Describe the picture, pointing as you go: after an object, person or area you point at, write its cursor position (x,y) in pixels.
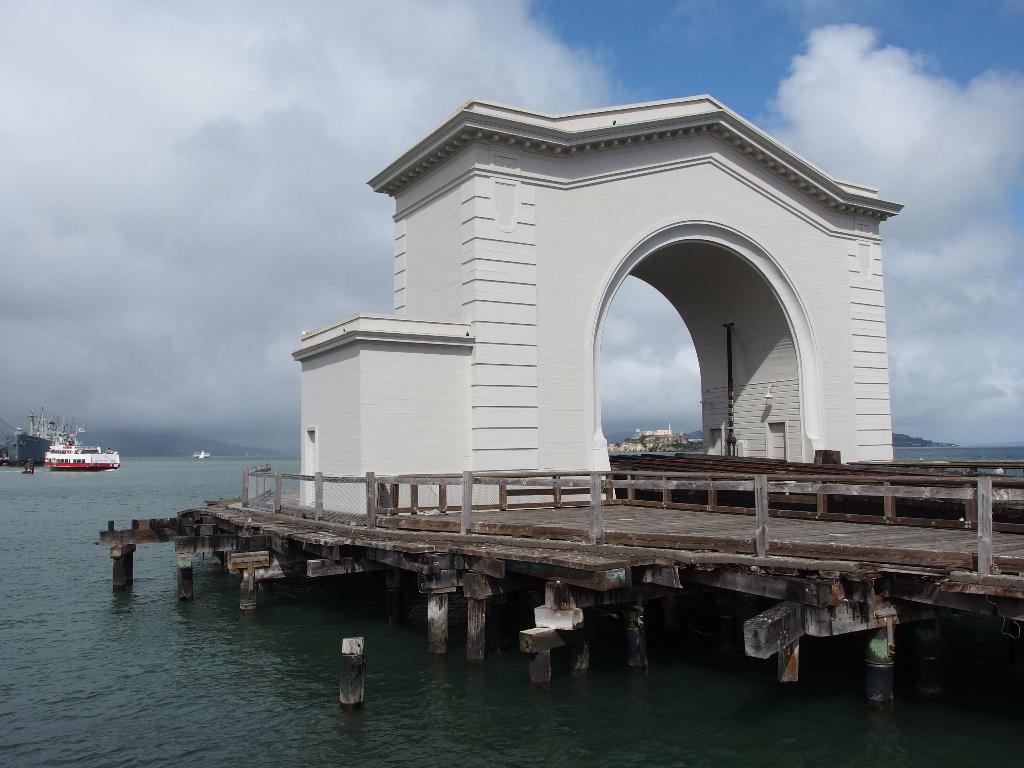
In this image there is a wooden bridge (781,536) on the right side (852,545). On the bridge (843,481) there is an arch (684,241). In the background (97,460) there is a ship (81,463) in the water (102,475). At the top (745,56) there is the sky (695,47).
